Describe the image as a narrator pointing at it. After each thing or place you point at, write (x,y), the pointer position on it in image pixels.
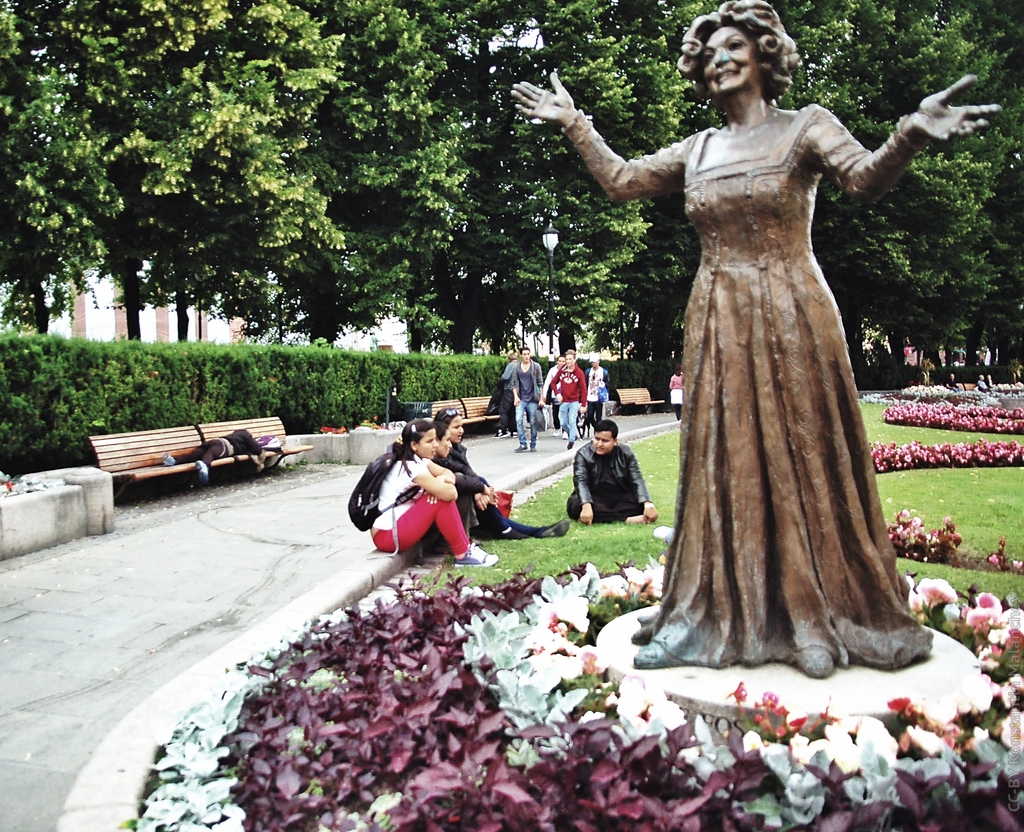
In this image we can see a lady statue (699,492). In the background (588,386) we can see few people (451,453) are sitting and walking on the ground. There are many trees (457,220) in the background (341,233).
